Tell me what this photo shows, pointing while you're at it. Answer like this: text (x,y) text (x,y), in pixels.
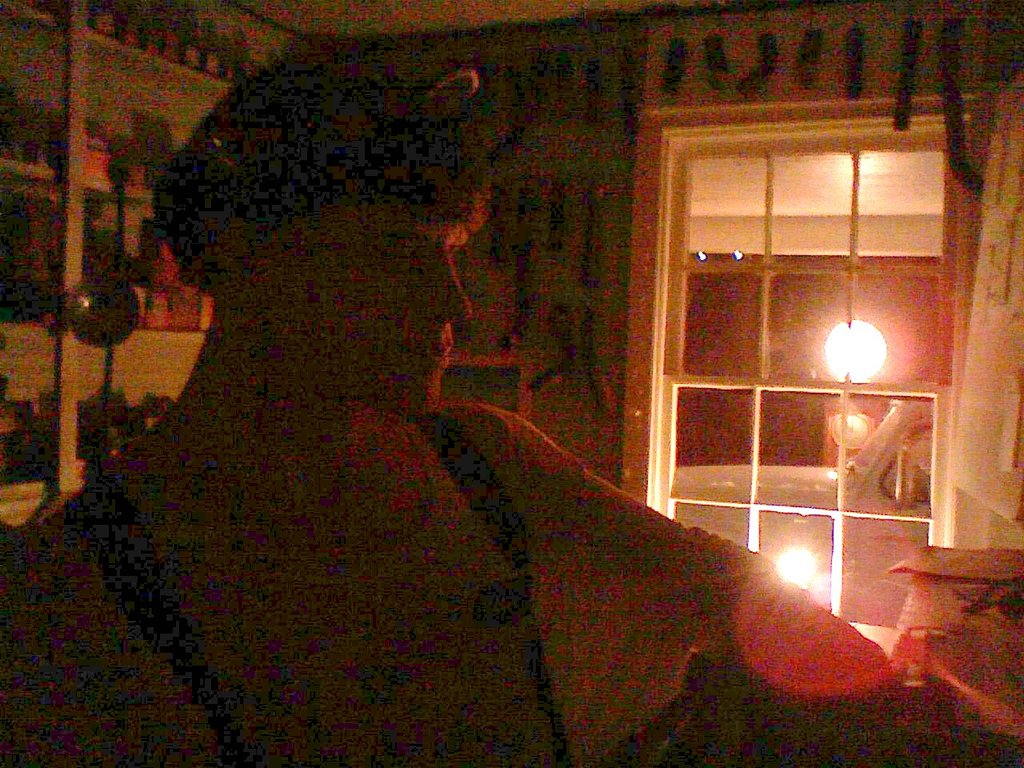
In this picture we can see a person (329,529) and in the background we can see a wall (1016,93), lights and some objects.
